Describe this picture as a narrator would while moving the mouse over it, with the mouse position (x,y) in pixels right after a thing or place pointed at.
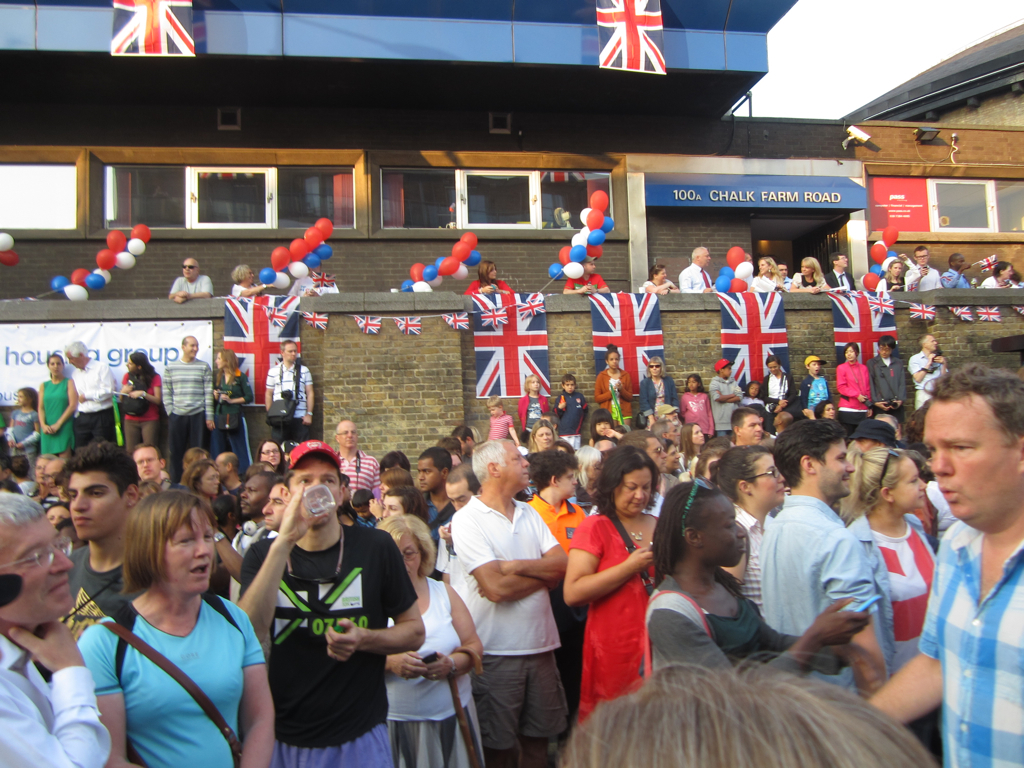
In this image there are group of persons (391,543). In the background (508,325) there are flags (483,333) hanging on the wall (431,337) there is a banner (32,370) with some text (22,361) written on it which is white in colour and there are balloons (597,222) and there are windows (607,182). In the front (314,631) there is a man (313,644) standing and drinking water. On the top (160,38) there are flags (613,12) hanging on the wall (672,13) which are blue in colour.
